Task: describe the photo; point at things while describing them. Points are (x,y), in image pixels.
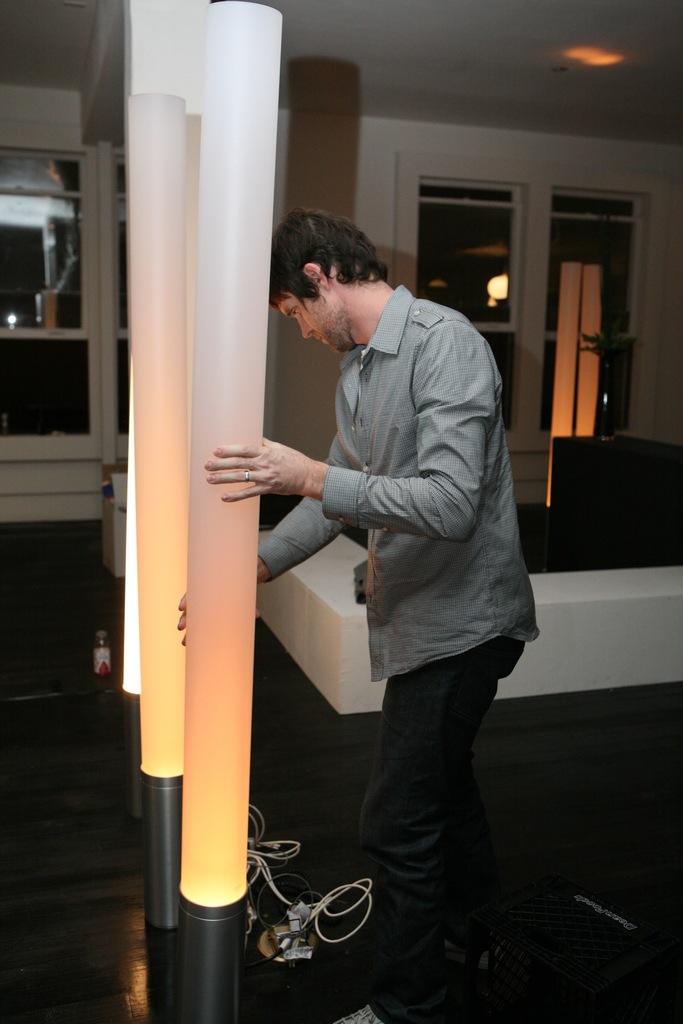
There is a man (398,902) standing and holding an object (221,523). We can see colorful objects (157,594) and we can see bottle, cables (317,907) and objects (511,919) on the floor (59,963). In the background (571,244) we can see wall (658,155), windows (480,181) and lights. At the top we can see light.
